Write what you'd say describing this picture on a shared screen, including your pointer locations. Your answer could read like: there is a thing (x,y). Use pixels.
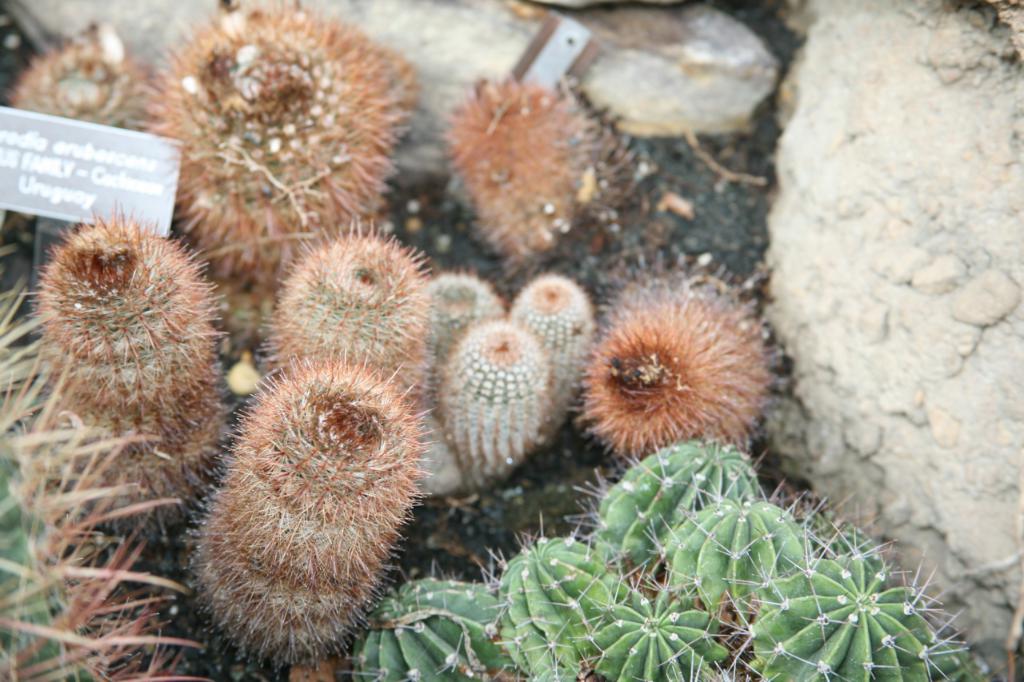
In this picture we can see there are cactus plants (183,261) and a board (68,186). On the right side of the image (821,413), there is a rock (812,374).
